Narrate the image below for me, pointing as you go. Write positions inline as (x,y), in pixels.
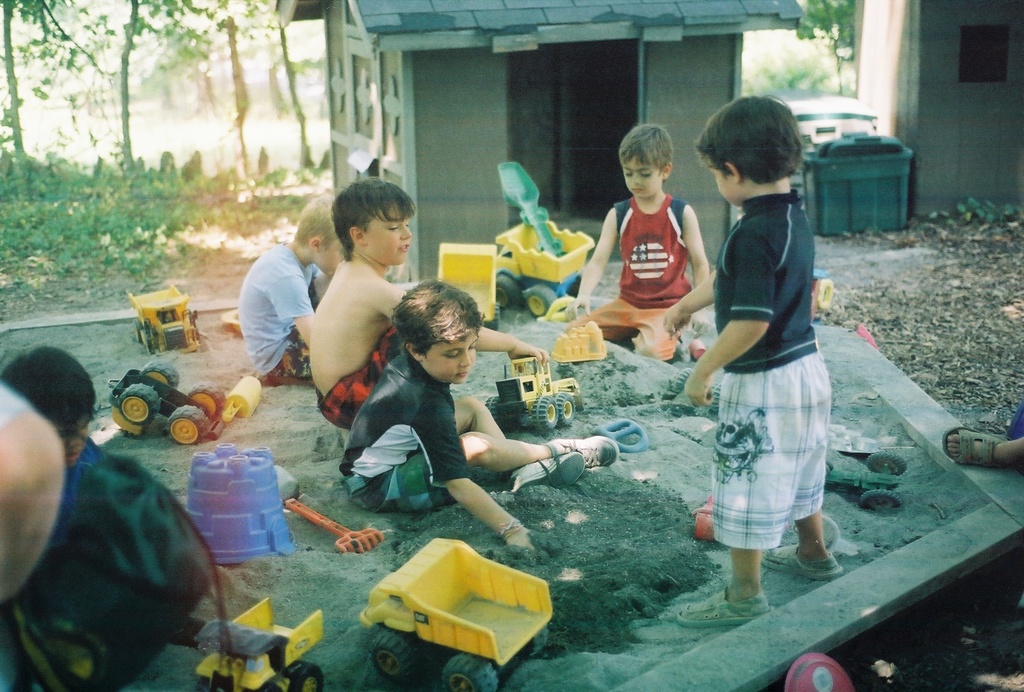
In the image we can see there are children (367,334) wearing clothes (386,373) and shoes (552,472). Many are sitting and one is standing, there are many toys (181,418), this is a dustbin (859,211), grass (98,205), house (955,129), dry leave (969,332), sand (923,524) and trees (180,29).
